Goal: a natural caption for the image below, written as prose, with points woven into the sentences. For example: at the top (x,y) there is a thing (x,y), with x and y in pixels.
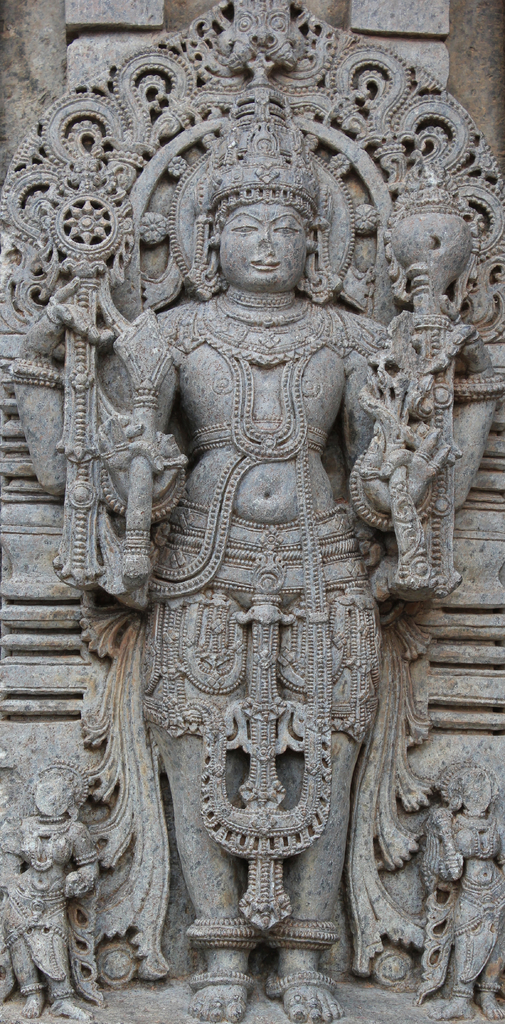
In this image we can see some sculptures (170,663) on the wall (455,682).
